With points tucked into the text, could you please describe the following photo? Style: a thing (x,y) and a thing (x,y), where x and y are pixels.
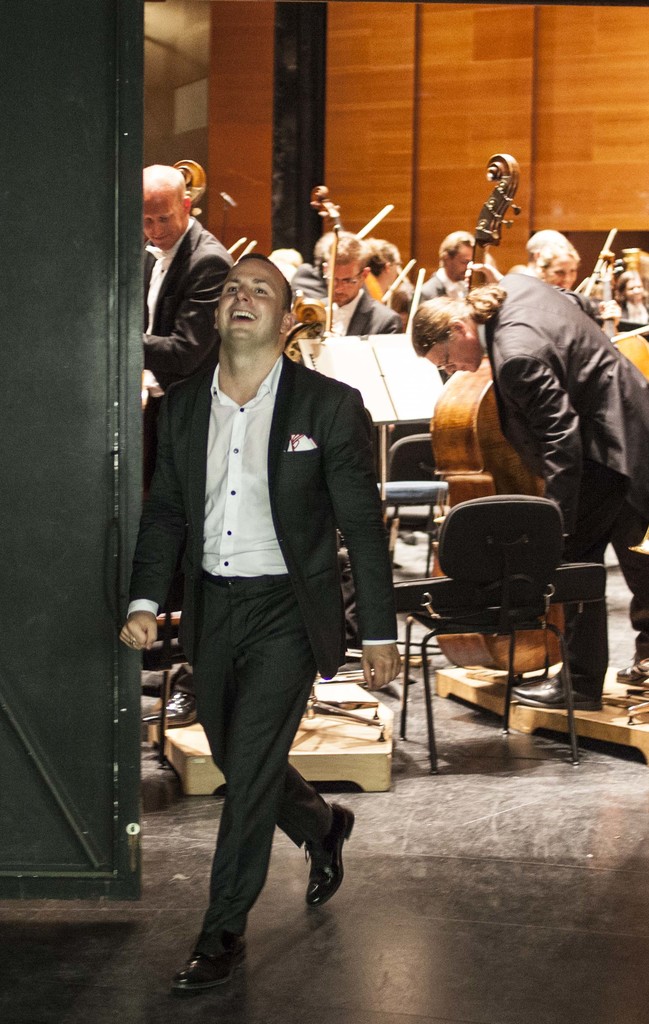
In the image we can see there is a person (211,547) who is standing and he is wearing a suit (316,517) and behind there are other people (589,361) who are standing and they are playing musical instruments (611,294) and they all are wearing black colour suits (623,435).
